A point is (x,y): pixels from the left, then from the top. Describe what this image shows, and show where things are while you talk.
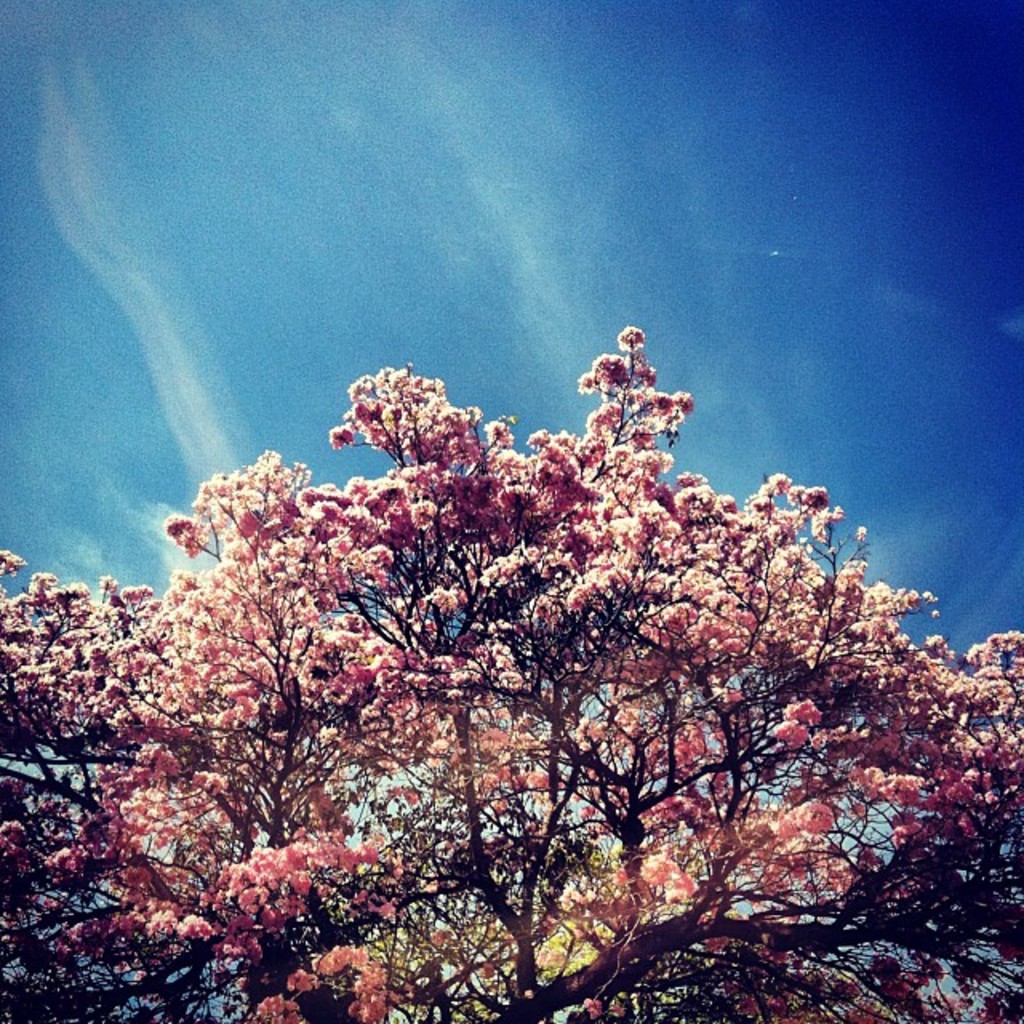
In this image I can see flowers (303,978) in pink and brown color. Background (874,291) the sky (827,236) is in blue and white color.
